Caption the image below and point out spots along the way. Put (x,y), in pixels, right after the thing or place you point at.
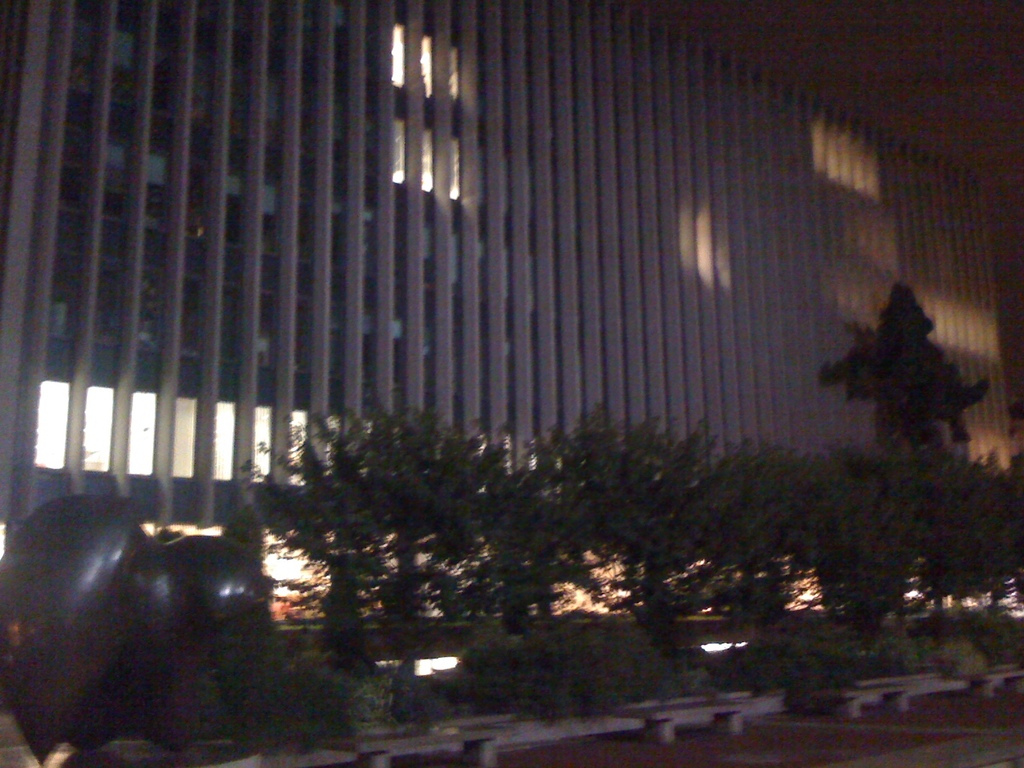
In this image there are trees (866,539), in the background (480,329) there is a building (563,205).
